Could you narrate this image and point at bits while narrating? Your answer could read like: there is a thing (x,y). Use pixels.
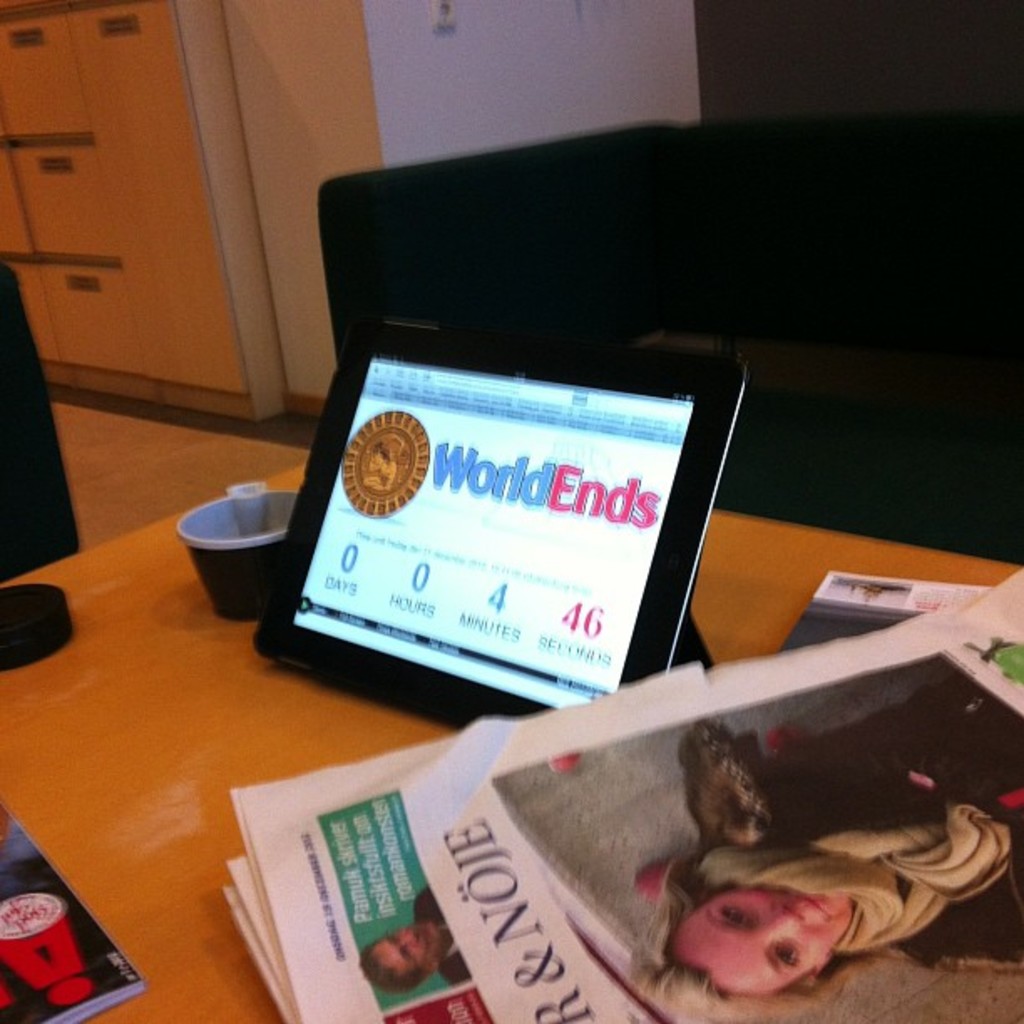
This image is taken indoors. At the bottom of the image (135,891) there is a table (182,823) with a newspaper (697,836), a cup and a few things (411,677) on it. In the background (143,198) there is a wall (553,53) with cupboard (158,125) and there are two empty chairs (898,441) around the table (747,587).
